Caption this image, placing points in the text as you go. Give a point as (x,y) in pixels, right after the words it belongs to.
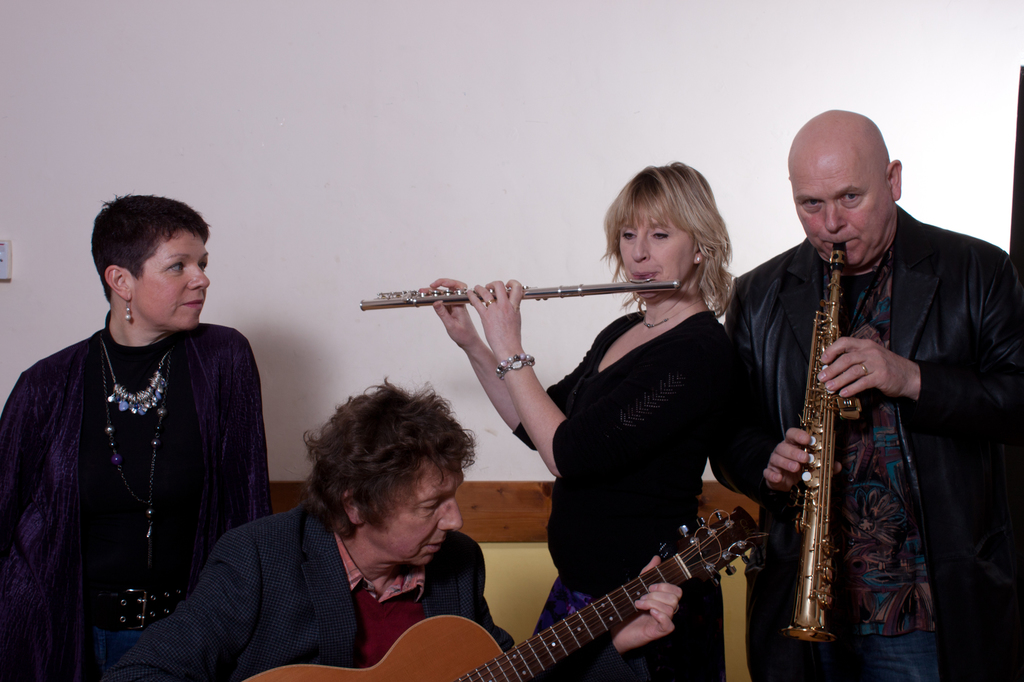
In a picture there are four people (644,392) and at the corner of the picture one person (887,547) is standing in a black coat (940,414) and beside him another woman (707,347) is standing and playing a flute (597,290) and in the middle (391,420) one person (385,398) is sitting and playing a guitar (483,656) and at left corner (120,438) one woman (116,571) is standing in a purple dress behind them there is a big wall (269,338).
